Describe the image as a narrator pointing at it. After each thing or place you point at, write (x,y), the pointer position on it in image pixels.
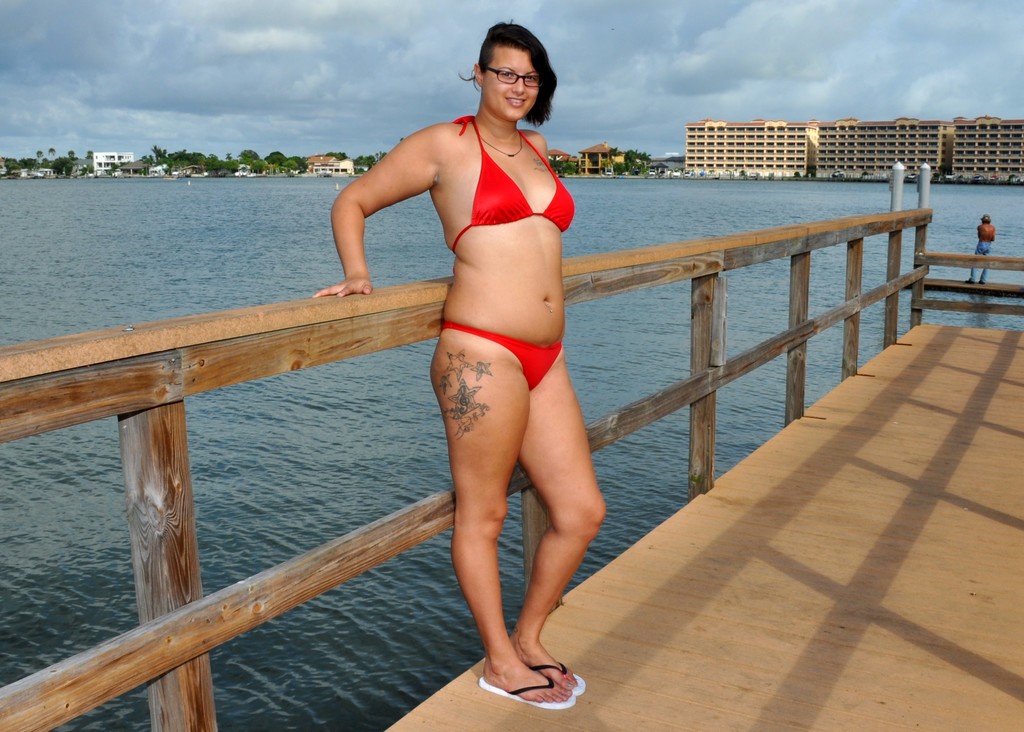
In this image there is the sky (753,56), there are clouds (707,52) in the sky (712,58), there are buildings (768,150), there is a building (961,138) truncated towards the right of the image (987,158), there are trees (193,155), there is sea (160,236) truncated towards the left of the image (41,321), there is a wooden fencing (157,337) truncated towards the left of the image (81,358), there are two persons (535,305) standing, there is a wooden surface (947,476) truncated towards the right of the image (975,434).
